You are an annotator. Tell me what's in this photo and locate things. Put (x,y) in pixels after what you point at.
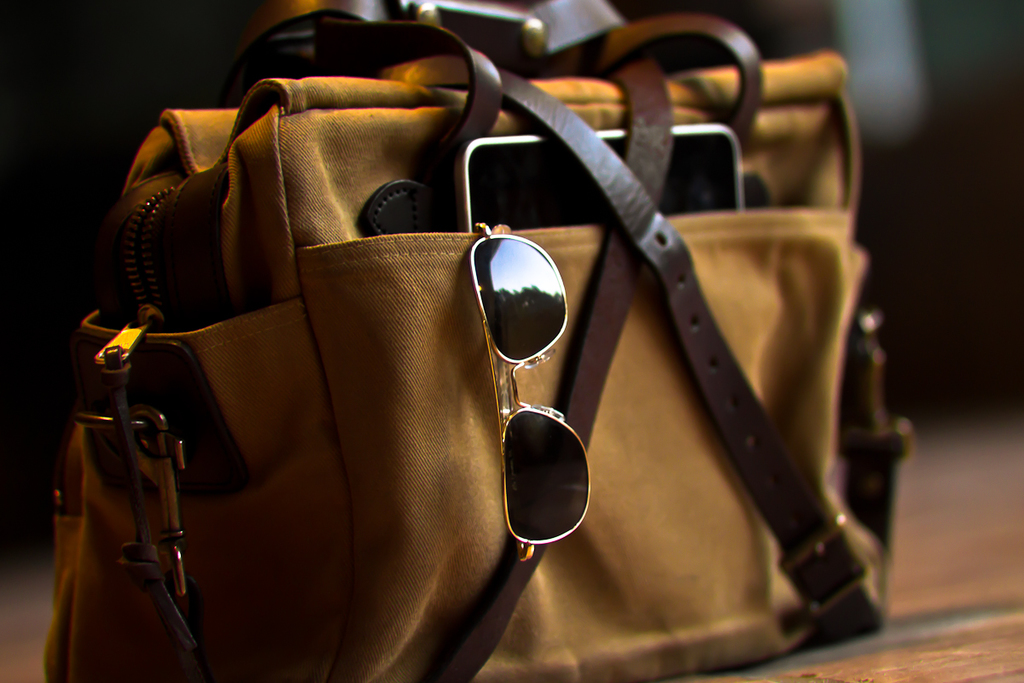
In the image there is a bag (377,133) which is in yellow color. Inside a bag (338,153) we can see a mobile (530,190) and goggles (513,285) and its straps (601,158) are in brown color.
